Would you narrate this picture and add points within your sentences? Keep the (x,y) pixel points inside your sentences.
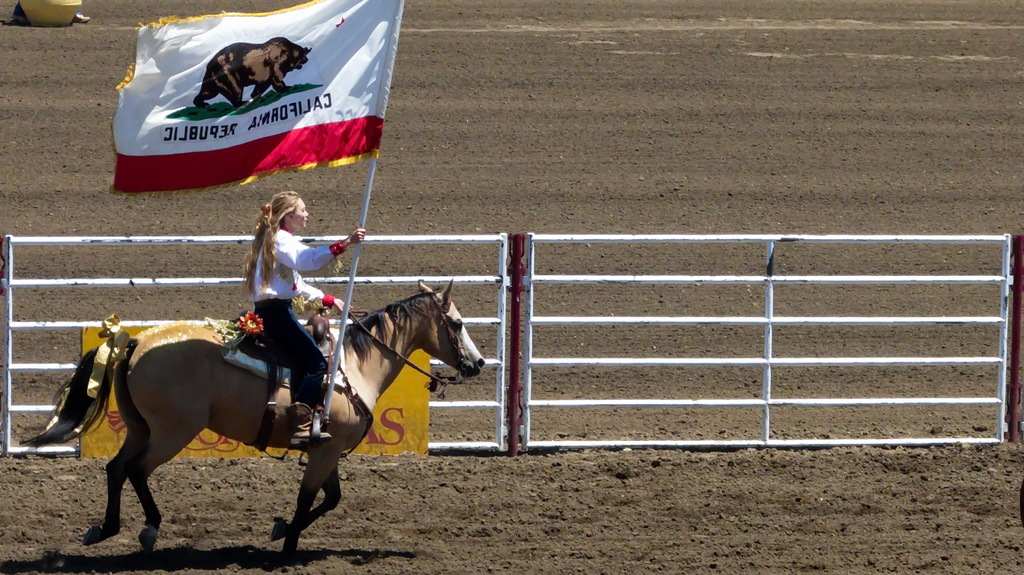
In this image we can see a woman (295,293) wearing white dress (279,265) is holding a flag (356,109) on which we can see an animal (294,69) and some text (281,123), is sitting on the horse (177,370) and riding on the ground (478,500). In the background (865,320), we can see the fence (386,239) and something which is in yellow color.
